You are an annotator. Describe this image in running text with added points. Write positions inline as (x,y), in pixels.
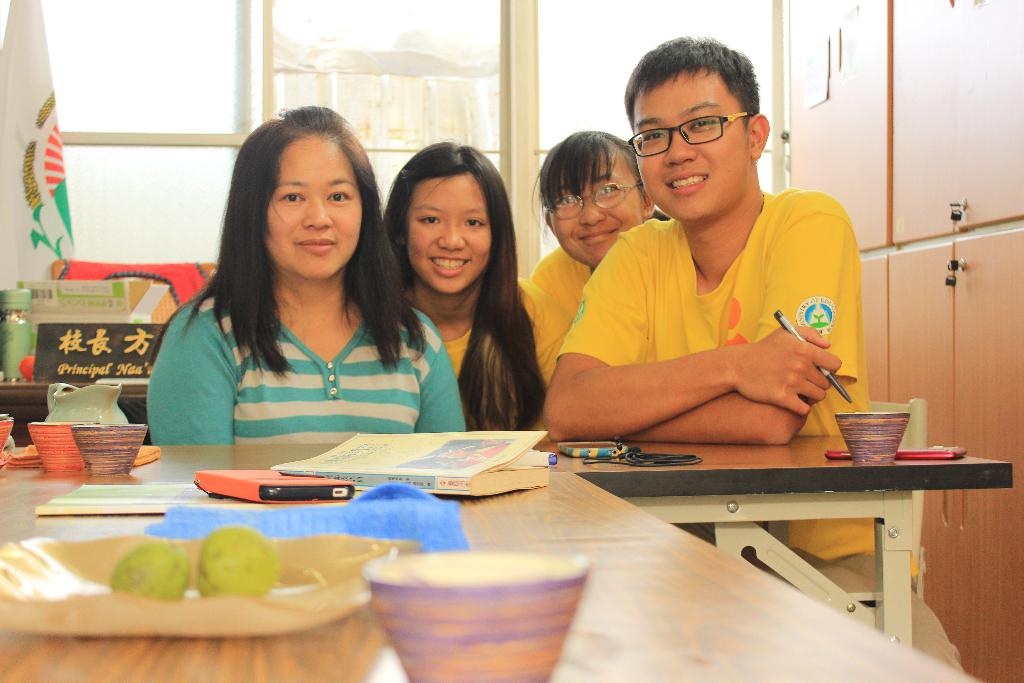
This picture is taken inside the room (772,315). In this image, in the middle (417,271), we can see four people (709,349) sitting on the chair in front of the table (628,483), on the table (670,474), we can see some books (372,459), cups (451,681), mobile (945,450), plate (305,557) with some food (161,585), jar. On the right side (975,207), we can see a shelf (967,278) which is closed. On the left side (5,382), we can also see another table (31,400), on the table (5,391), we can see a board (136,360), on the board (76,355), we can see some text (99,352) written on it, books (92,321), bottle (21,294). In the background (76,215), we can see a flag (24,88), chair (170,271), glass window (502,78).
